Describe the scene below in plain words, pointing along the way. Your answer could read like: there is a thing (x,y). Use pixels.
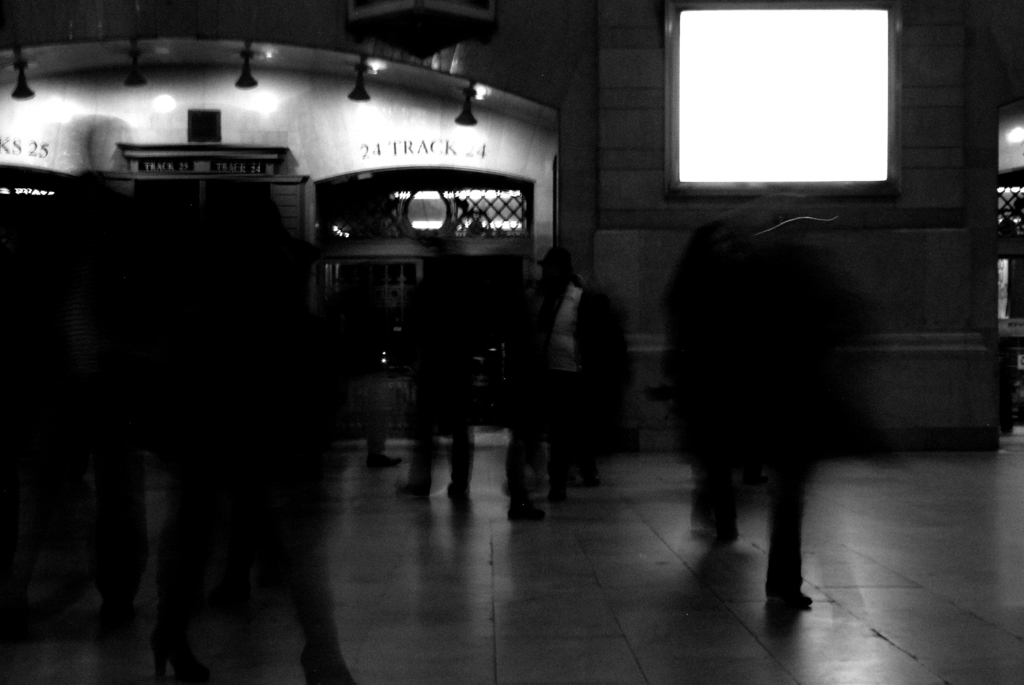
This is the black and white image where we can see some people (90,381) and we can see the image is blurred. In the background (136,162), we can see the building (876,423) and there is a screen (758,68) attached to the wall (869,231).
